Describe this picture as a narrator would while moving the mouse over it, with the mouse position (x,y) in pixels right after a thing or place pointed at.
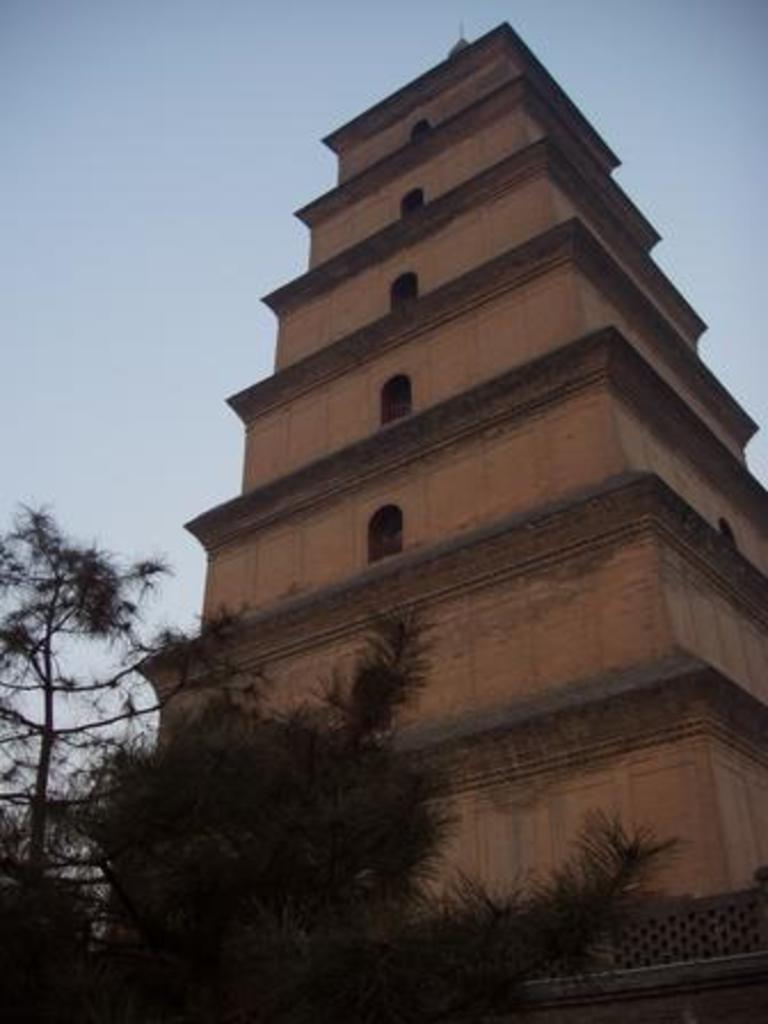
This image consists of a building (553,806). At the bottom (120,917), there are trees (81,728). At the top (199,160), there is sky (169,285).
